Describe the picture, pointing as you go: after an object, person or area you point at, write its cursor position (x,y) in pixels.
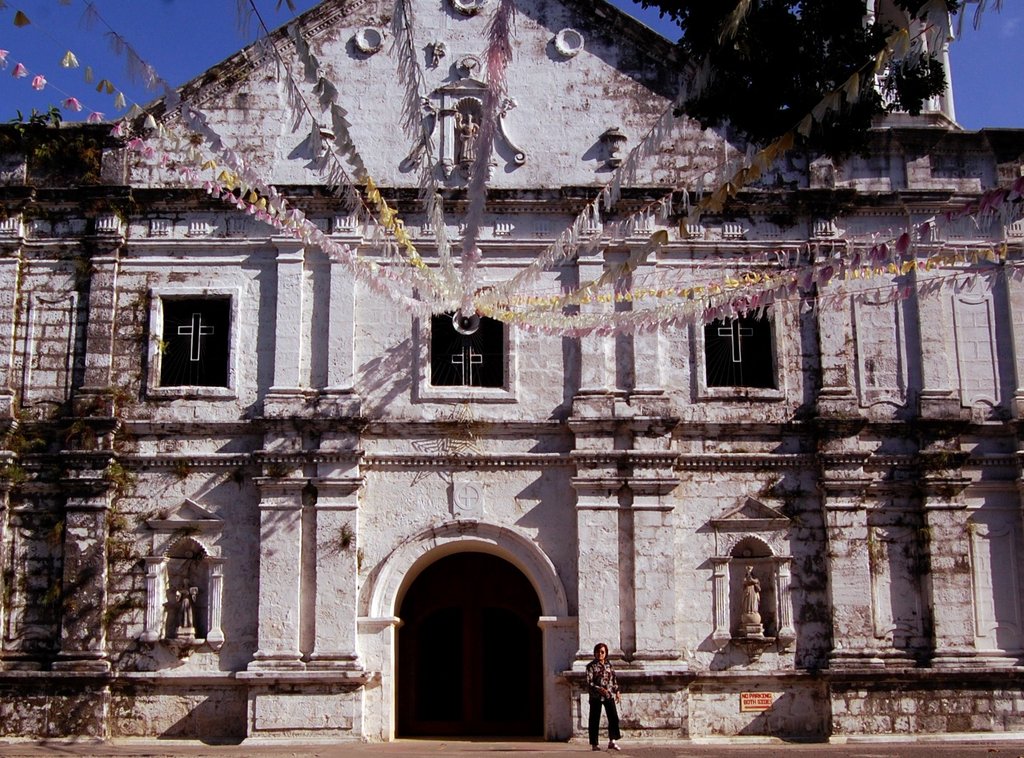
Here we can see a woman (605,645), sculptures (188,631), flags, trees (813,79) and a building (823,223). In the background (1023,50) there is sky (106,42).
